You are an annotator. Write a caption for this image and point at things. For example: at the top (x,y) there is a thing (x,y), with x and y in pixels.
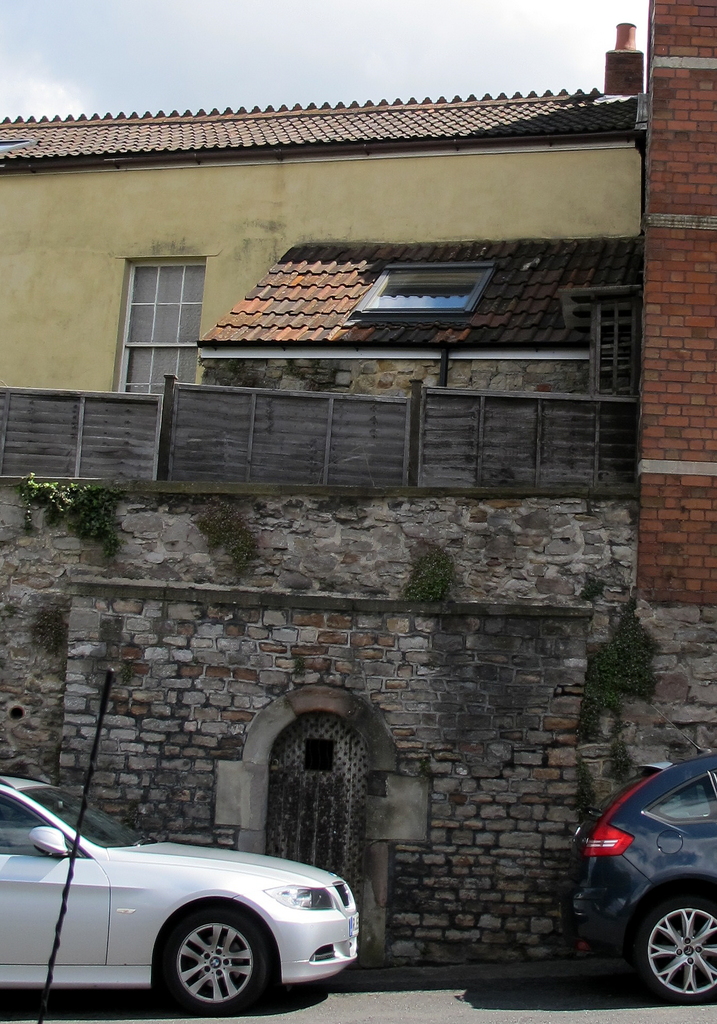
This image is clicked on the road (552,1019). There are cars (333,899) parked on the road (587,1019). Behind the cars (219,869) there is a wall (333,512) of a house (359,248). There are windows (156,354) and a railing (230,442). There are plants (93,510) on the wall (482,588) of the house (303,554). At the top (232,40) there is the sky (265,75).
